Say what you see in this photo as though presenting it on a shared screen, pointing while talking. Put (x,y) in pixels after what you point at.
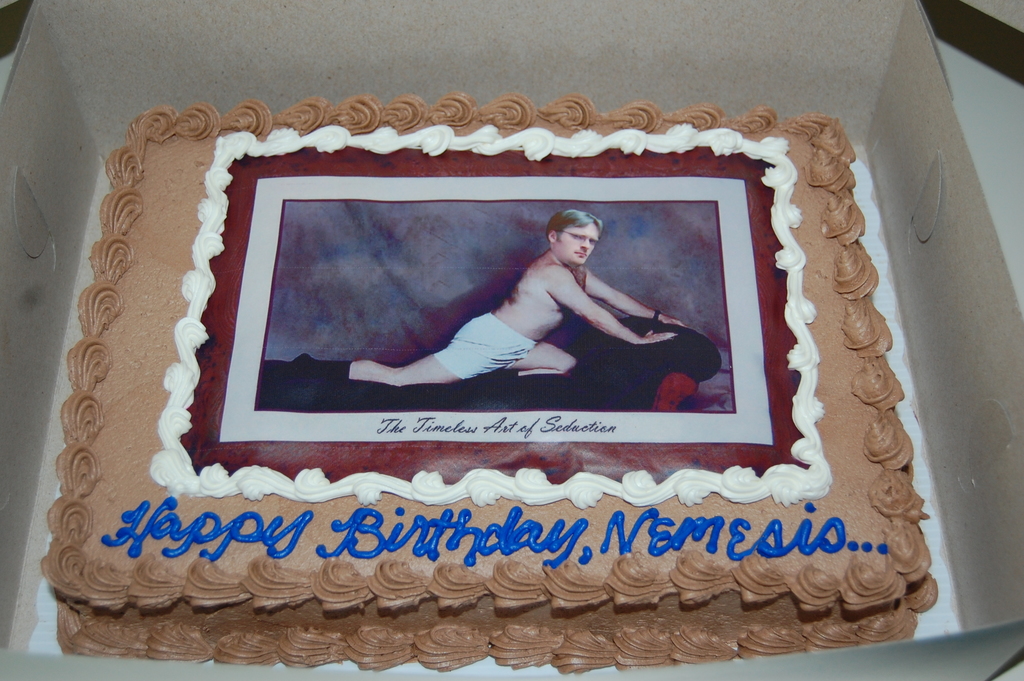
In this picture we can see a cake (199,611) in a box (868,73), on this cake (603,239) we can see image (429,217) of a man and text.
